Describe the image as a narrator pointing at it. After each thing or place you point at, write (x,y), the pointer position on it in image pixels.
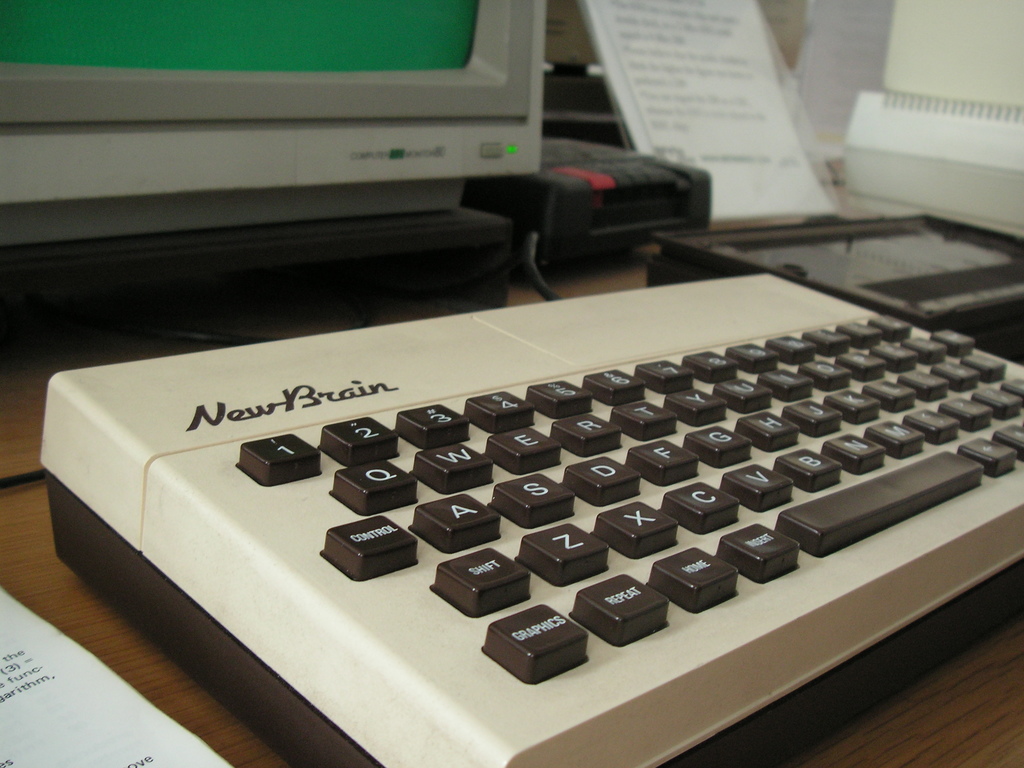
In this picture there is a keyboard (635,476) on the table (51,544) a paper (685,125) and monitor (242,128).
